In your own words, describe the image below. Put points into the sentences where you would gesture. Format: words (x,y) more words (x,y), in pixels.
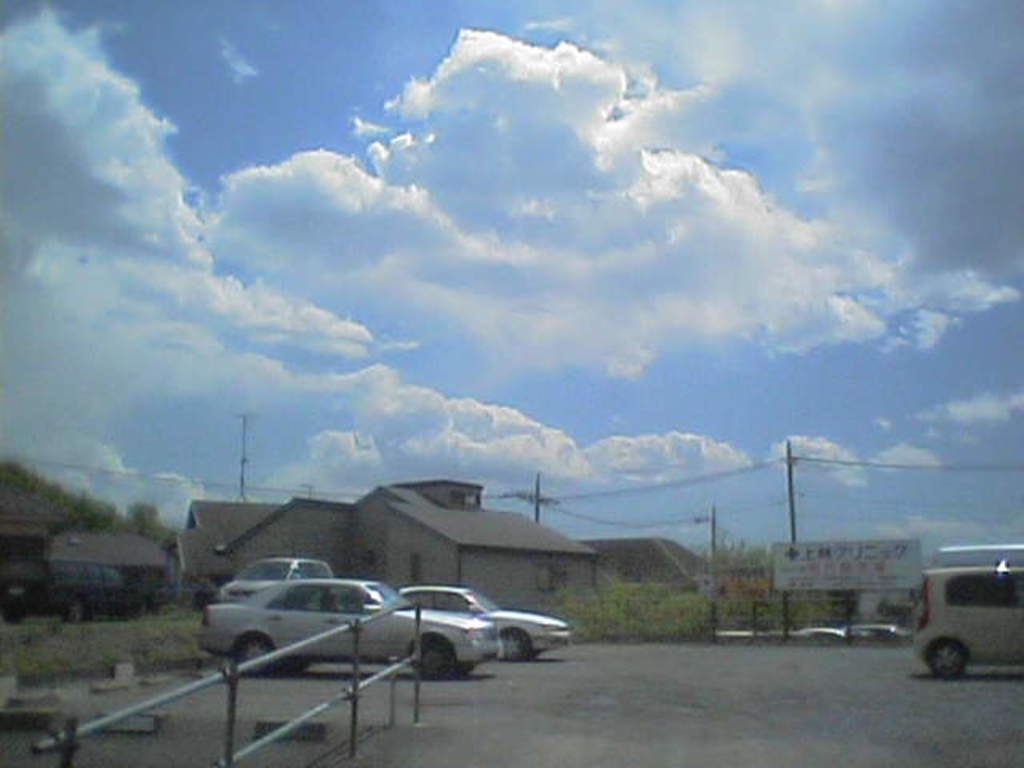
In this image we can see some houses (410,525) with roof (469,545) and windows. We can also see some vehicles (510,641) on the road (545,670), a metal fence (235,702), some plants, grass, trees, a signboard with some text (874,579) on it, the utility poles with wires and the sky (742,375) which looks cloudy.
